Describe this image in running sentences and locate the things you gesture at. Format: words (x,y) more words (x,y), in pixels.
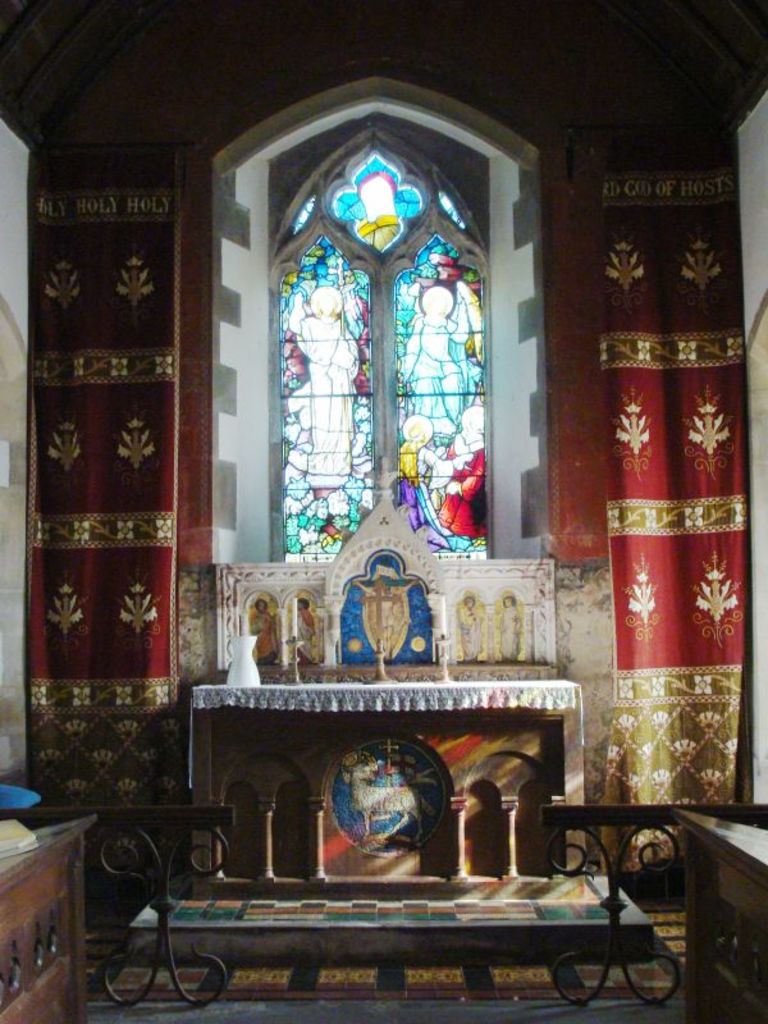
In this picture we can see tables (746,898) on the floor (456,985), candle stands (442,626), curtains (85,336), windows (407,398) and some objects (284,625) and in the background (390,125) we can see the wall (336,60).
